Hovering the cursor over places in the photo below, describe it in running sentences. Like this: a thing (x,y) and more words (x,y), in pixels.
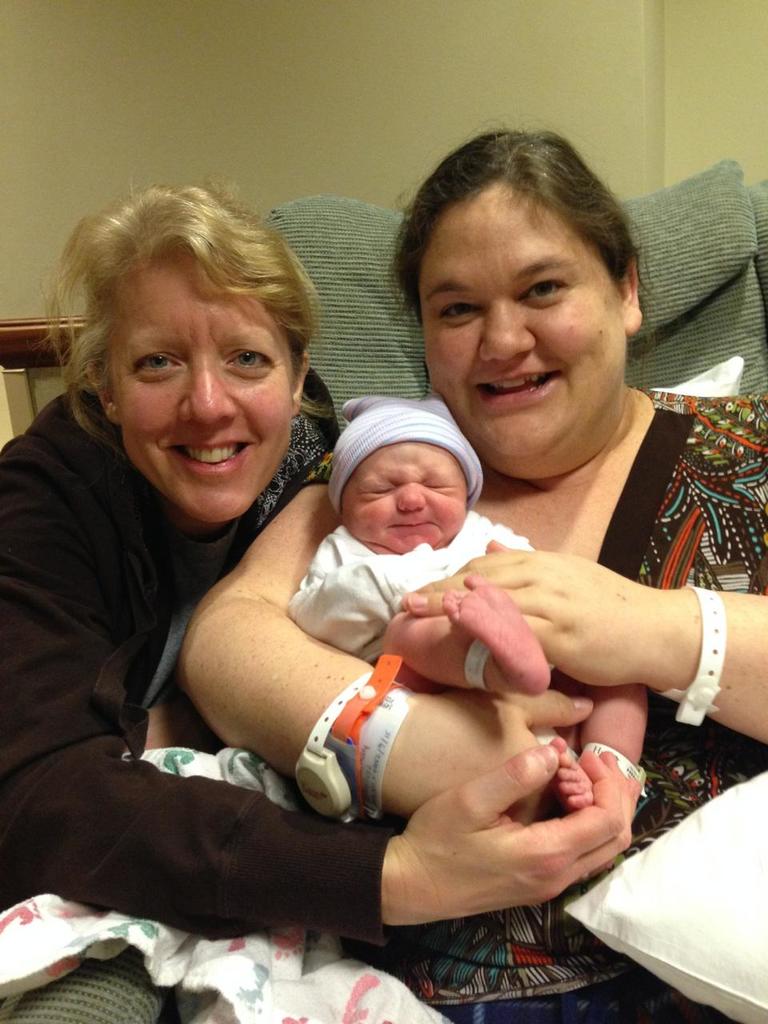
There are two people (255,436) smiling and holding a baby (316,592) and we can see pillow (715,976). In the background (354,126) we can see wall (526,115).
